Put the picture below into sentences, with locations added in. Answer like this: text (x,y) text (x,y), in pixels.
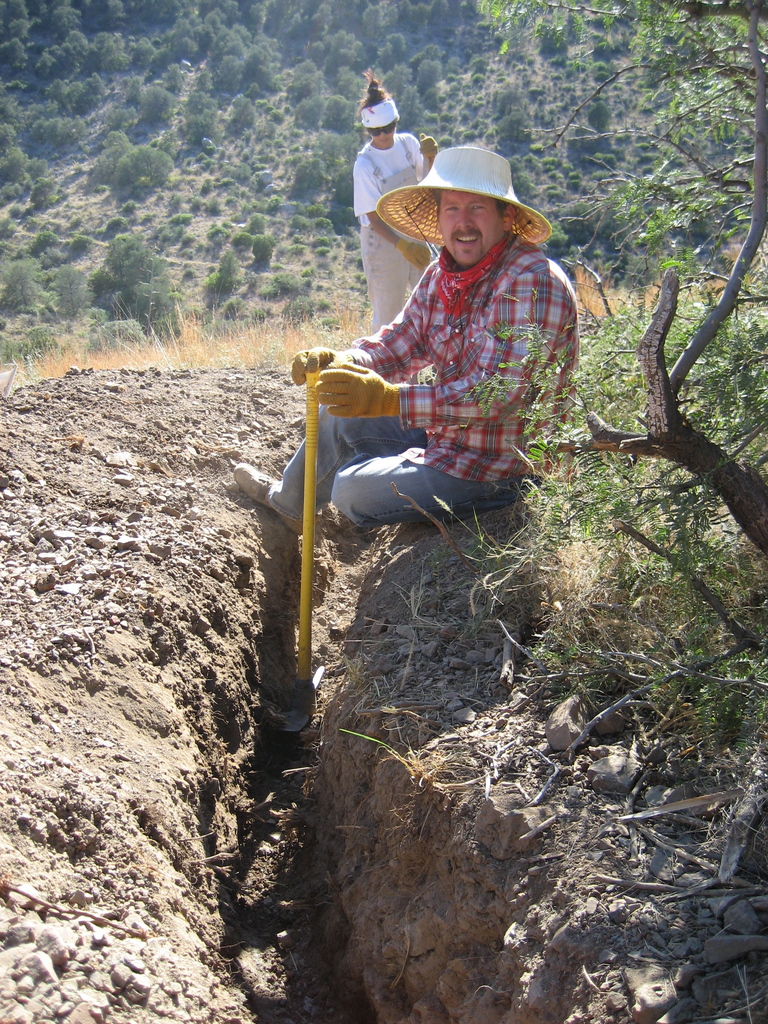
There is a man (408,385) sitting and holding a tool (308,496) and wore gloves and hat (421,186), behind him there is a person (402,274) standing and wore gloves (423,261). We can see tree (657,502) and stones (89,956). In the background (103,346) we can see dried grass (332,334) and trees (460,44).
